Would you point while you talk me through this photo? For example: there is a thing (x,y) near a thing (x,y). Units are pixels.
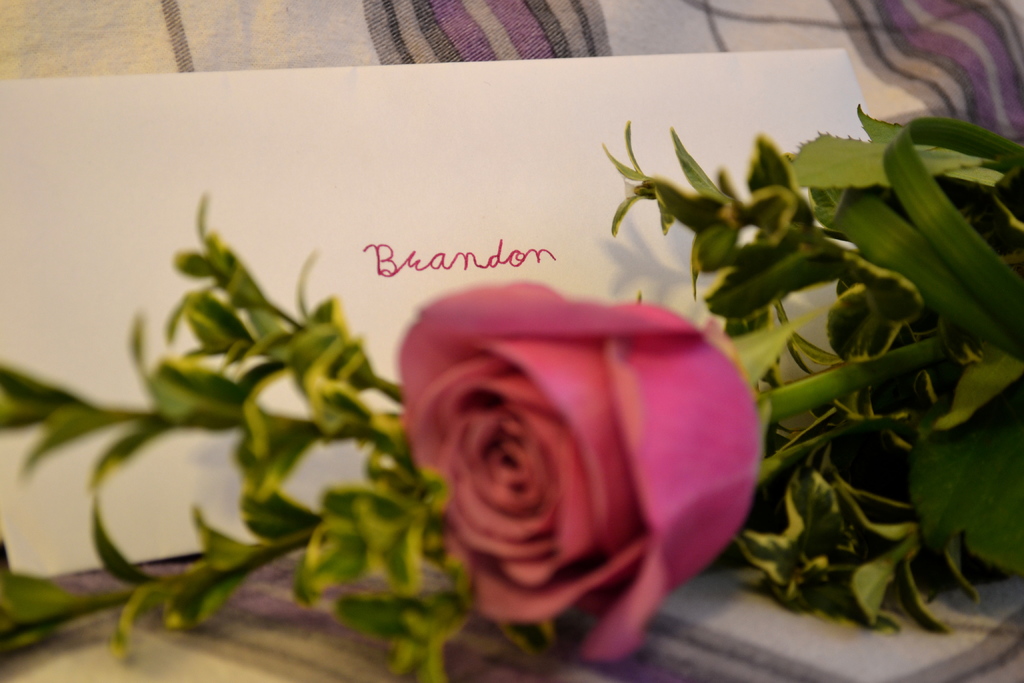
In this image there is a flower (593,369) and paper (6,213) on the bed (994,32).
